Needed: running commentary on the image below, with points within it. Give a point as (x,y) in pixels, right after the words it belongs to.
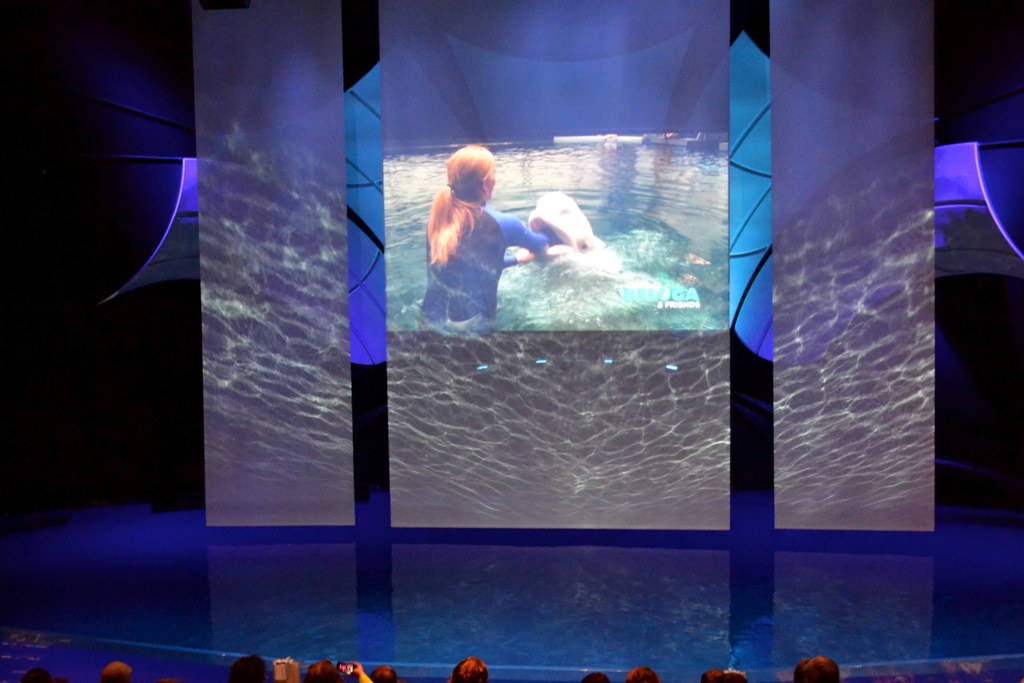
In this image I can see screen (522,201) and on it I can see a woman (449,199) in swimming costume (501,246) and a whale (549,248). I can also see few people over here.
